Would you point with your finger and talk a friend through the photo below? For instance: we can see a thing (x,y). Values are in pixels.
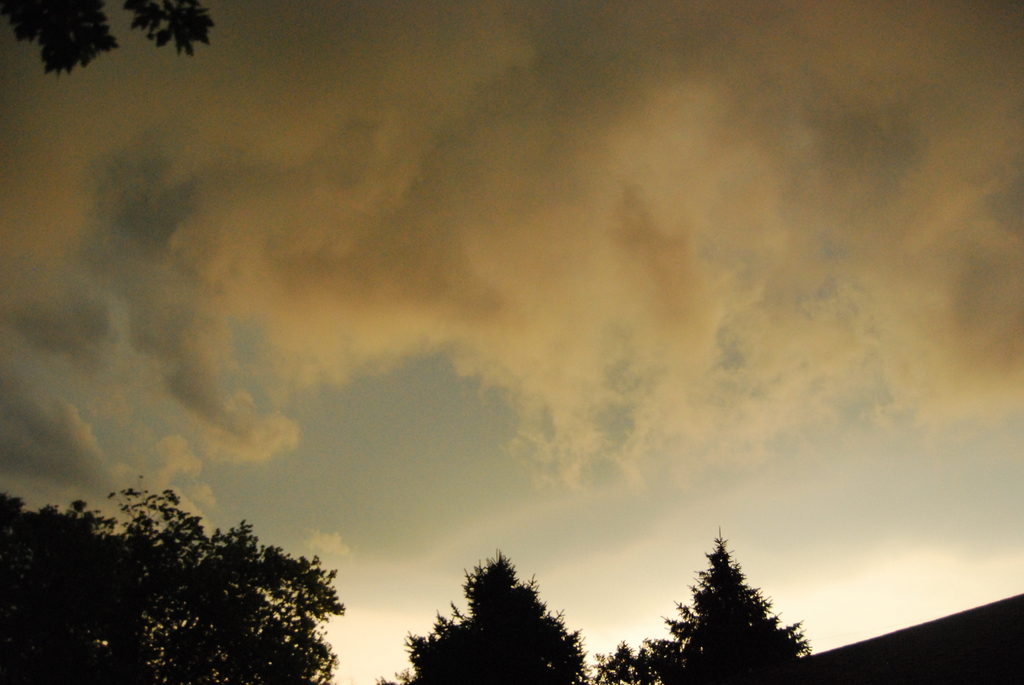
In this image I can see few trees (92,669) and the sky (651,410) is in cream, black and white color.
